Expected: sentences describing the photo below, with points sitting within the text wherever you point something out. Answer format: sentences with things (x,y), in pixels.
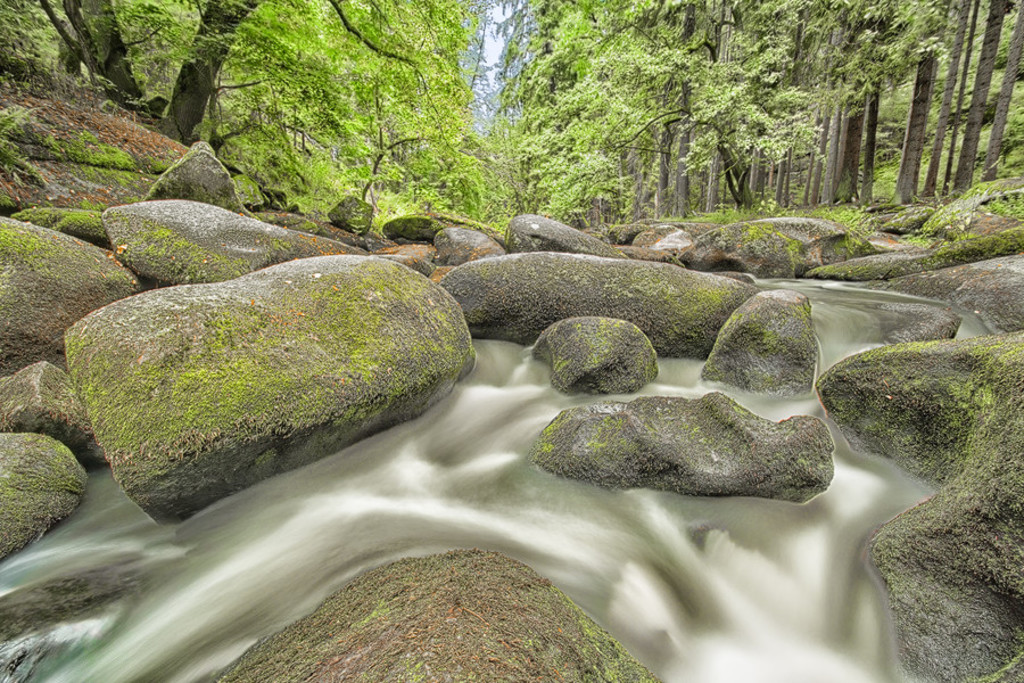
In the image we can see there is waterfall (505,454) and there are rocks (547,235) on the ground (792,203). Behind there are lot of trees (464,177).
